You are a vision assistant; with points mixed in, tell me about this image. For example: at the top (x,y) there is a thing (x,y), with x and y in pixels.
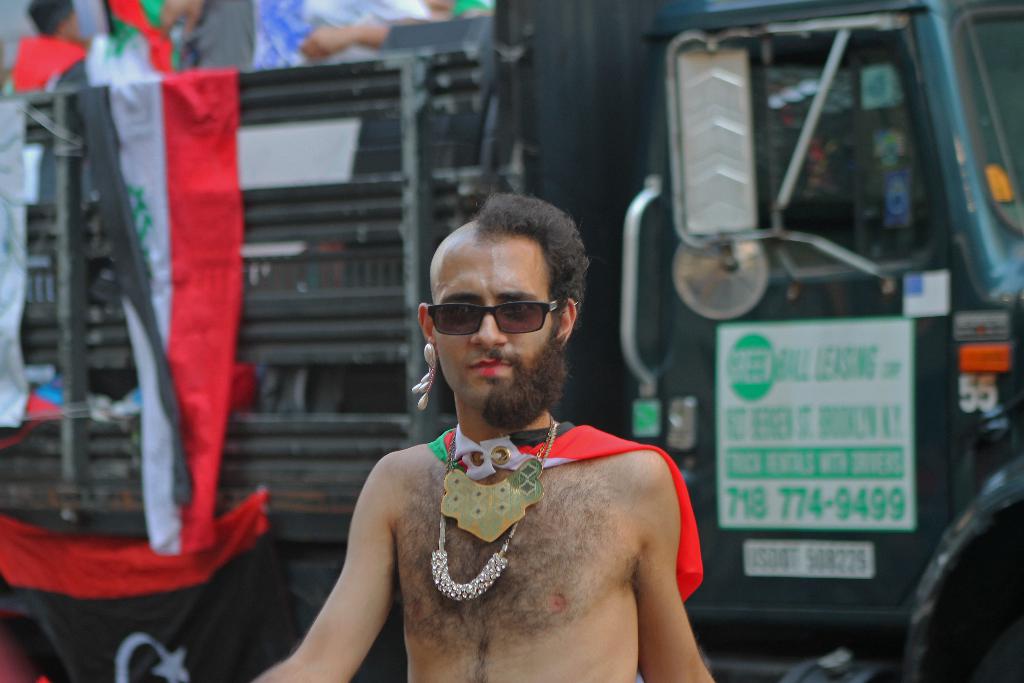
In this image in the foreground (428,513) there is one person (439,488) who is wearing goggles (503,316) and some ornaments (443,579), and in the background (598,367) there is a vehicle (260,312). In the vehicle (249,296) there are some persons (300,20) who are standing and also there are some flags (219,327).
